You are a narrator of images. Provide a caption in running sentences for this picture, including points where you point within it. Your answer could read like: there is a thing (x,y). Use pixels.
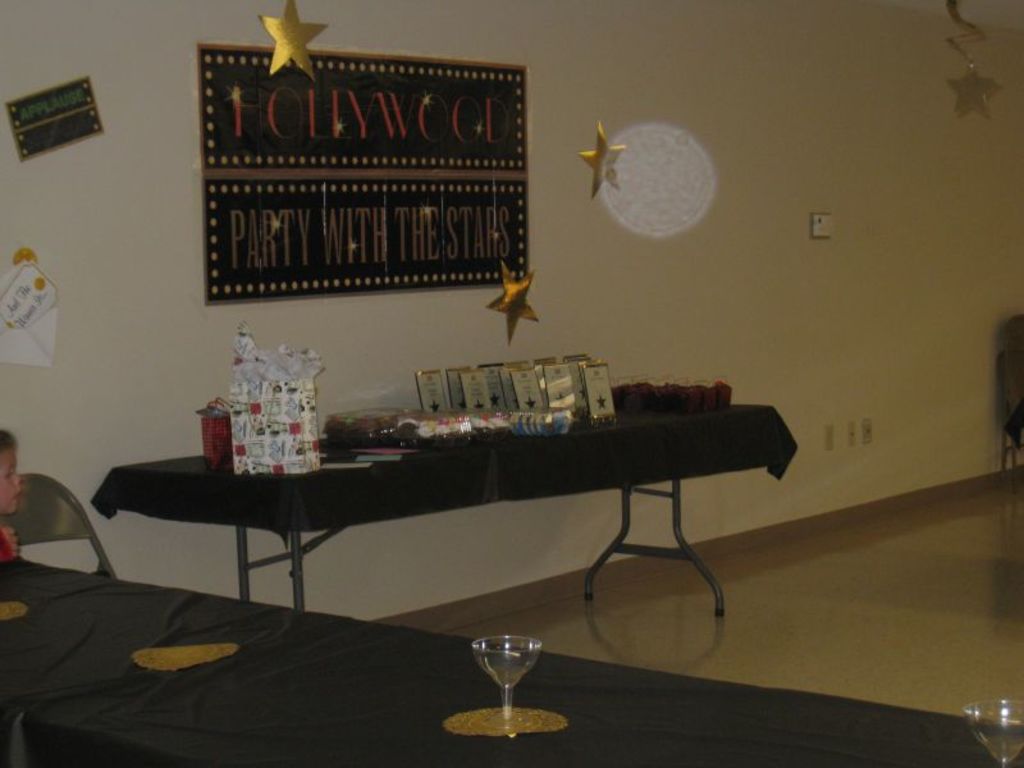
This is an inside view of a room (752,596). At the bottom (261,710) there is a table (179,679) which is covered with a black color cloth (221,634). On the table (404,660) there are two glasses (480,659). On the left side (39,497) there is a person (14,552) and a chair (78,529). In the middle of the image (629,483) there is another table (407,486) on which a box (314,459) and some other objects (532,421) are placed. At the top (421,184) there is a board (384,106) attached to the wall (148,121). In this room (502,239) I can see few stars (506,308) are hanging.
